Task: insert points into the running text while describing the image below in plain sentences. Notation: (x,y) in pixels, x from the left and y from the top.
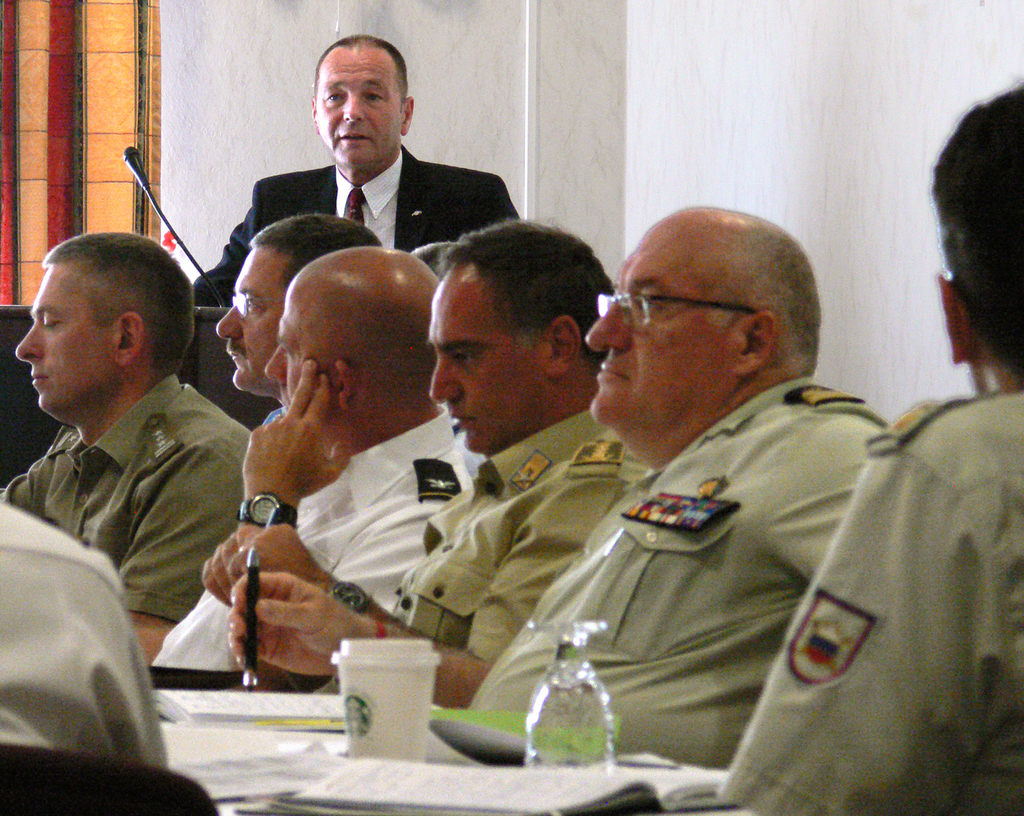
In this image people (346,499) are sitting on chairs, in front of them there is a table (363,790), on that table (288,739) there are books (345,766), bottles (546,740), in the background (337,173) a man (296,192) is standing in front of a podium (203,316).
